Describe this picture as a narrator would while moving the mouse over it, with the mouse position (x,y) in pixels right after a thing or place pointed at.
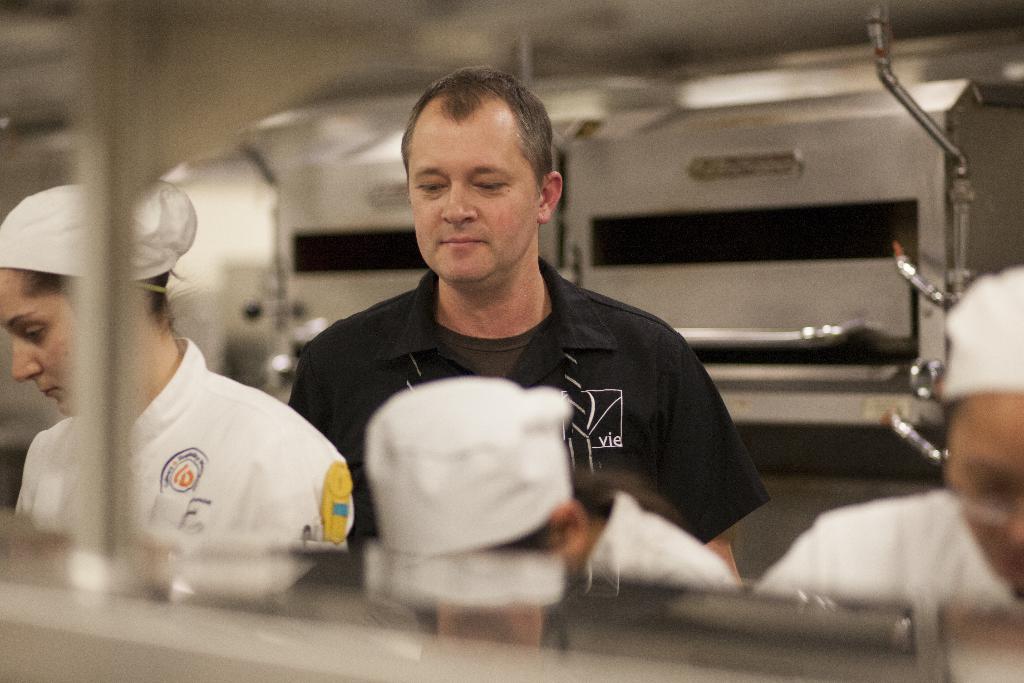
In this image there are three people (395,509) standing. They are wearing aprons (668,548) and toques (159,265). Behind them there is a man (500,310) standing. In the background (759,241) there are metal containers (384,136). In the foreground (81,377) there is a metal rod (100,202).
